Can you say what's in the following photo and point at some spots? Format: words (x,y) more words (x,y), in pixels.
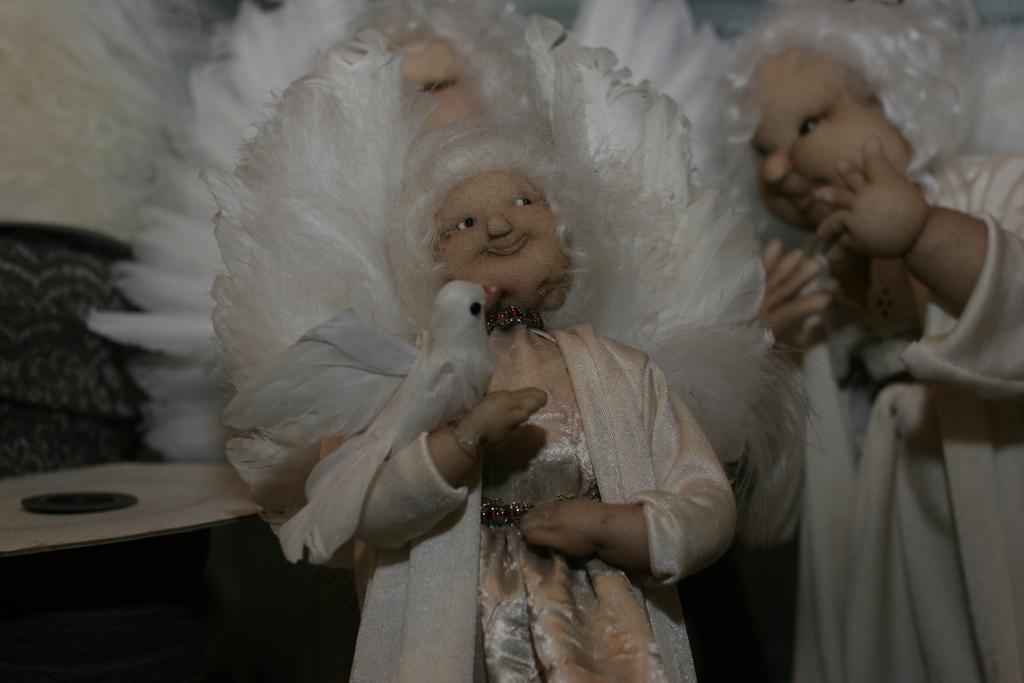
In this image we can see a few toys (449,265) and an object (84,505) on the wooden plank (249,504).
